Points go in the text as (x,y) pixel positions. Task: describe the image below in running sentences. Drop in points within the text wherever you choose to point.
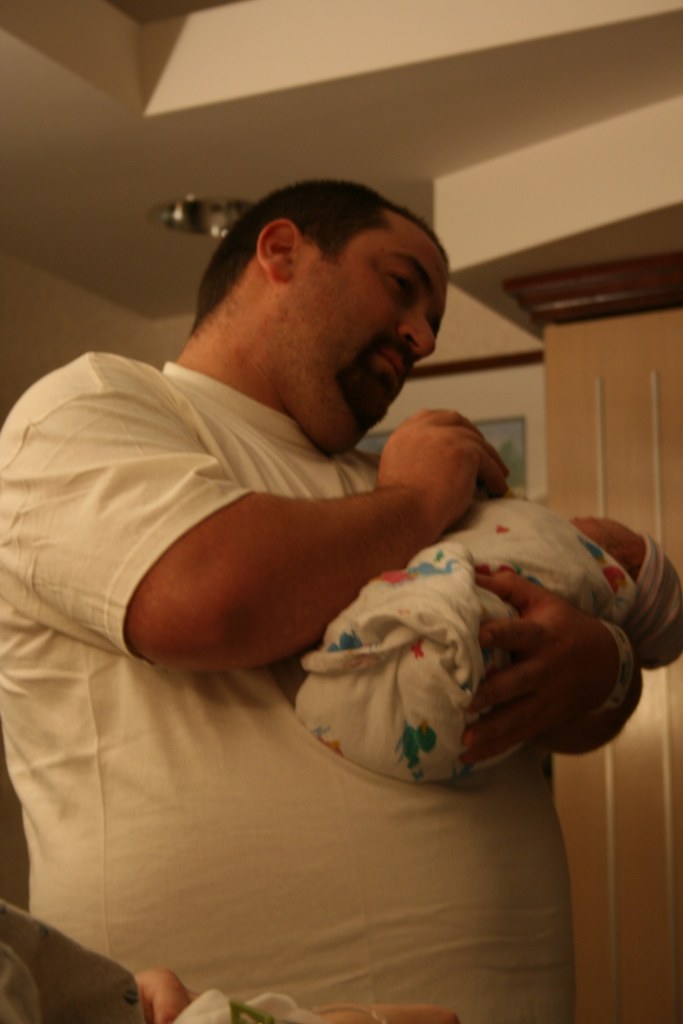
In this image we can see a man (326,569) holding a baby (573,527). In the background (7,877) we can see wall (523,343), pillar (568,438), and a light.
